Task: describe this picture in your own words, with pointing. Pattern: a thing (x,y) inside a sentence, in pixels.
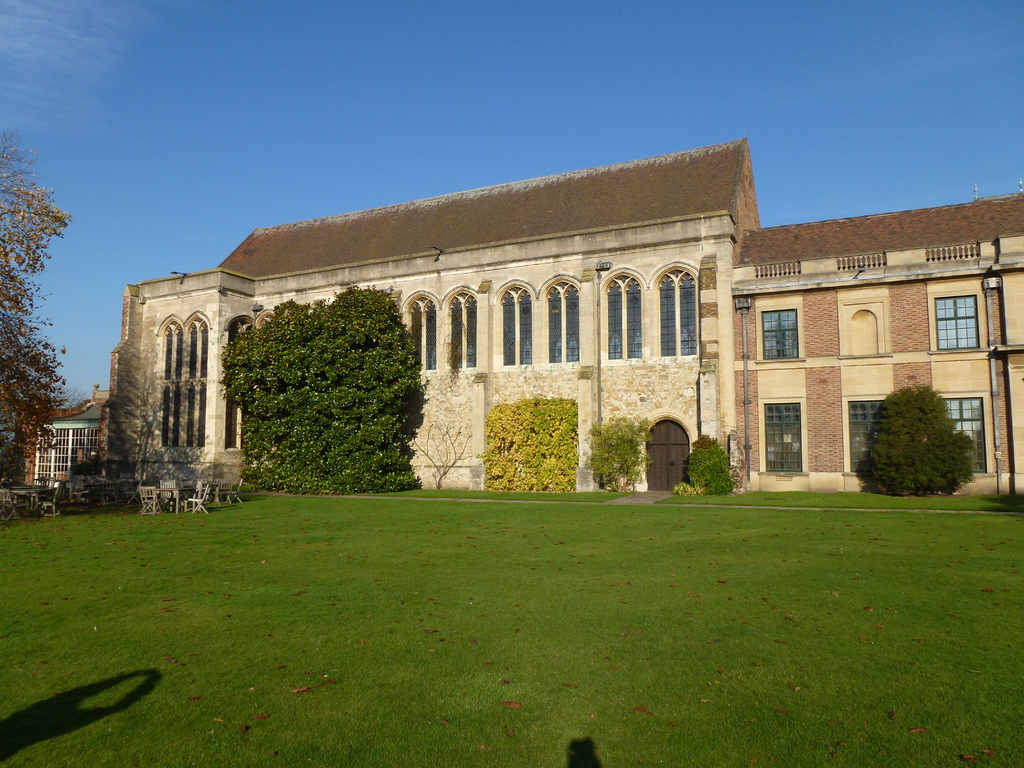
This image consists of a building (743,309) along with windows (955,318). At the bottom (408,674), there is green grass (189,653). On the left (173,492), there are tables (181,499) and chairs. In the front (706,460), there are trees (14,473) and plants (921,446). At the top (249,87), there is sky (249,87).
